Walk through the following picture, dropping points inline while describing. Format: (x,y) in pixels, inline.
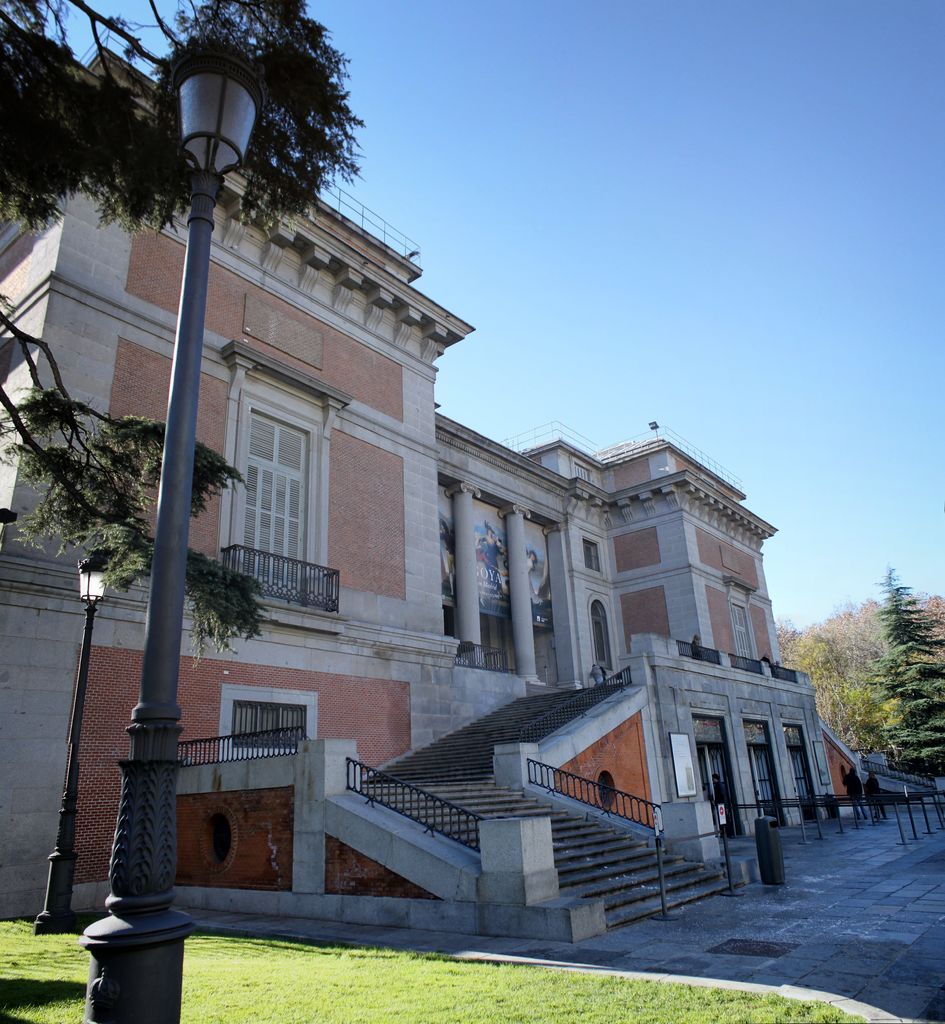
In the center of the image (395,544) there is a building (249,503) with staircase (562,858). At the top of the image (634,69) there is sky (707,192). There is a light pole (188,285). At the bottom of the image (343,980) there is grass (328,993). To the right side of the image (916,757) there are trees (833,697).
